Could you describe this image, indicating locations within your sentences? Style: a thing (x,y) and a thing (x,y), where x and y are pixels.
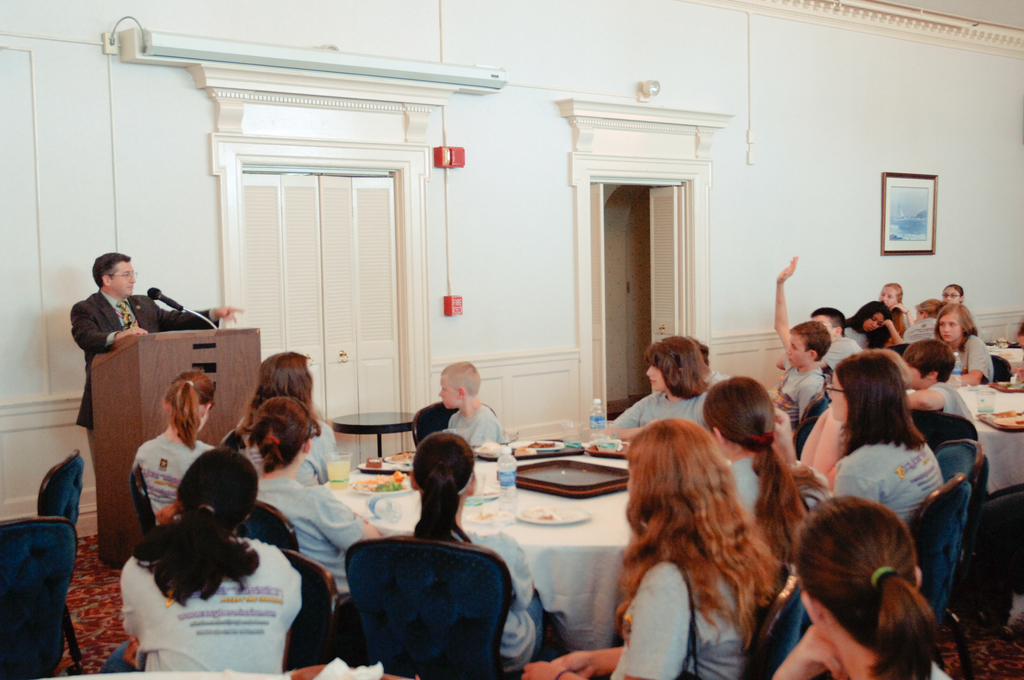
There are few people (641,455) sitting on the chair (406,643) at the table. On the table (590,512) there are food items (549,513) and water bottles (600,431). A person (122,327) standing at the podium (151,346) on the left (104,333). On the right (808,359) a person (805,340) is raising his hand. In the background (297,289) there is a door (304,250) wall (760,227) and a frame (924,203).
